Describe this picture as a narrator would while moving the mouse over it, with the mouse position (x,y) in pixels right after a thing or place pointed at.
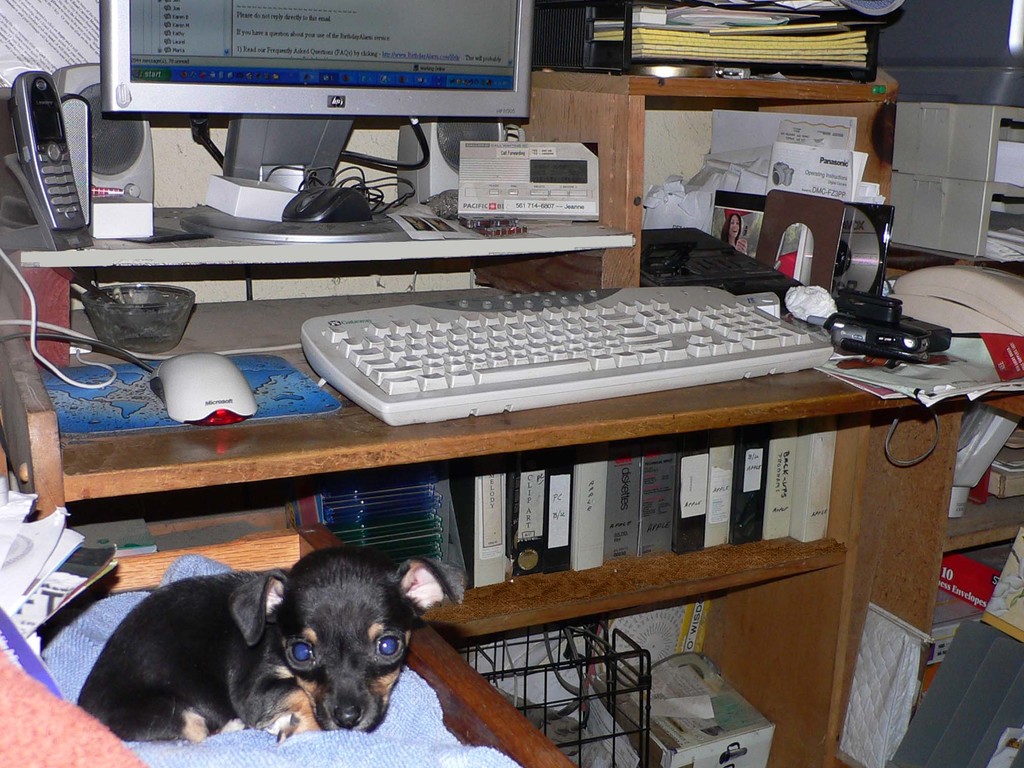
In this image there is a desk (456,421). On top of it keyboard (445,355), mouse (233,397), mouse pad (272,404), bowl (105,298), mobile (63,206), sound speakers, monitor (328,147), Compact disk (869,288), camera (873,341) and few files (701,522) are placed. Puppy (254,642) is lying beside the table (751,418) on a cloth (373,745).
